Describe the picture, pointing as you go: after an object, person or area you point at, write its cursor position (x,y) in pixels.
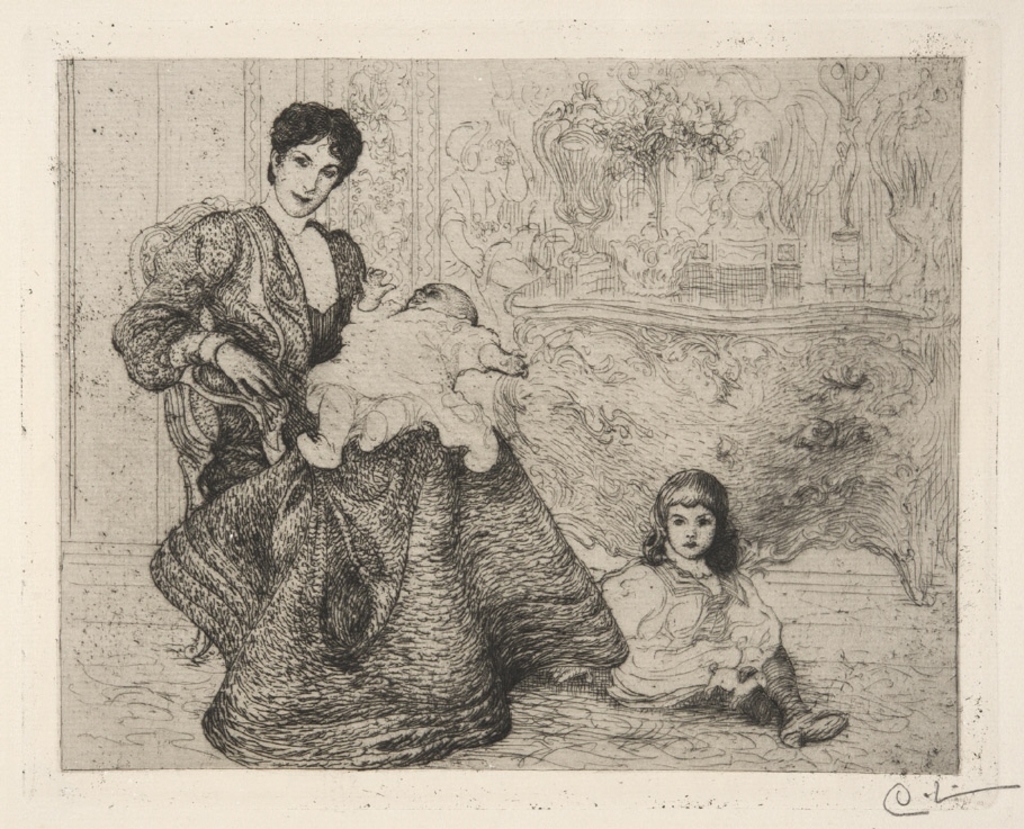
There is a painting (366,465). In which, there is a woman (305,166) sitting on a chair (194,397) and holding a baby (317,385). Beside this chair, there is a girl (632,630) sitting on the floor (636,762). In the background (443,121), there is a wall (334,72).
